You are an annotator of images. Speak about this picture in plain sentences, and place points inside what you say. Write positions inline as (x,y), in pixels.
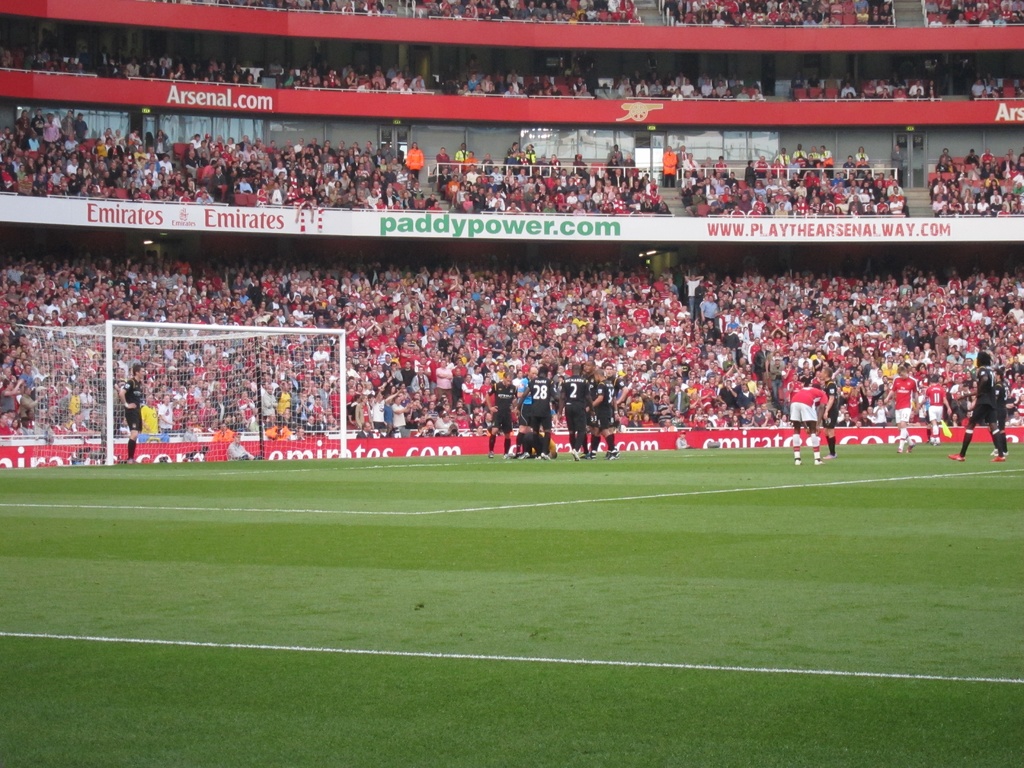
This picture is clicked outside. In the foreground (768,571) we can see the green grass (524,601). In the center (591,410) we can see the group of people (931,411) and we can see the net (322,371), metal rods (342,369), text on the banners (639,441) and in the background (501,152) we can see the group of people (552,190), wall (878,130) and many other objects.
